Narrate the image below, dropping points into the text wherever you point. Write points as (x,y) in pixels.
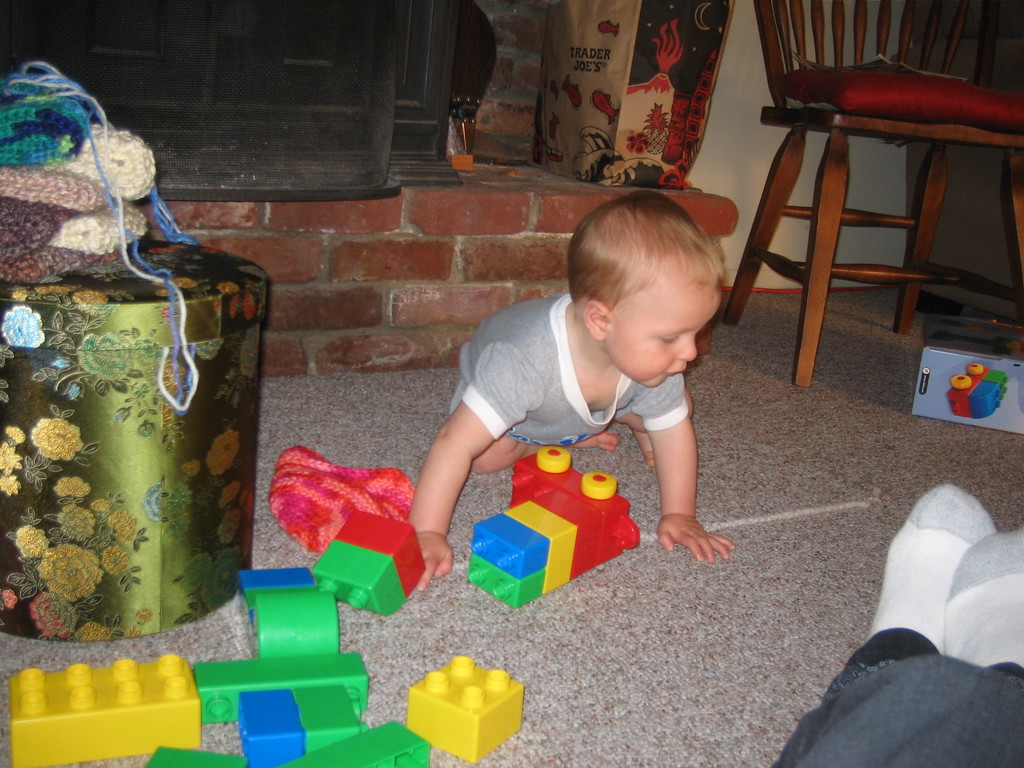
In this image, there is a kid (509,410) sitting on the ground (399,427) and wearing clothes (501,343). There are some toys (577,570) and container (140,453) on the ground (398,413). There is a bag (636,69) and chair (917,75) in front of the wall (860,190).
